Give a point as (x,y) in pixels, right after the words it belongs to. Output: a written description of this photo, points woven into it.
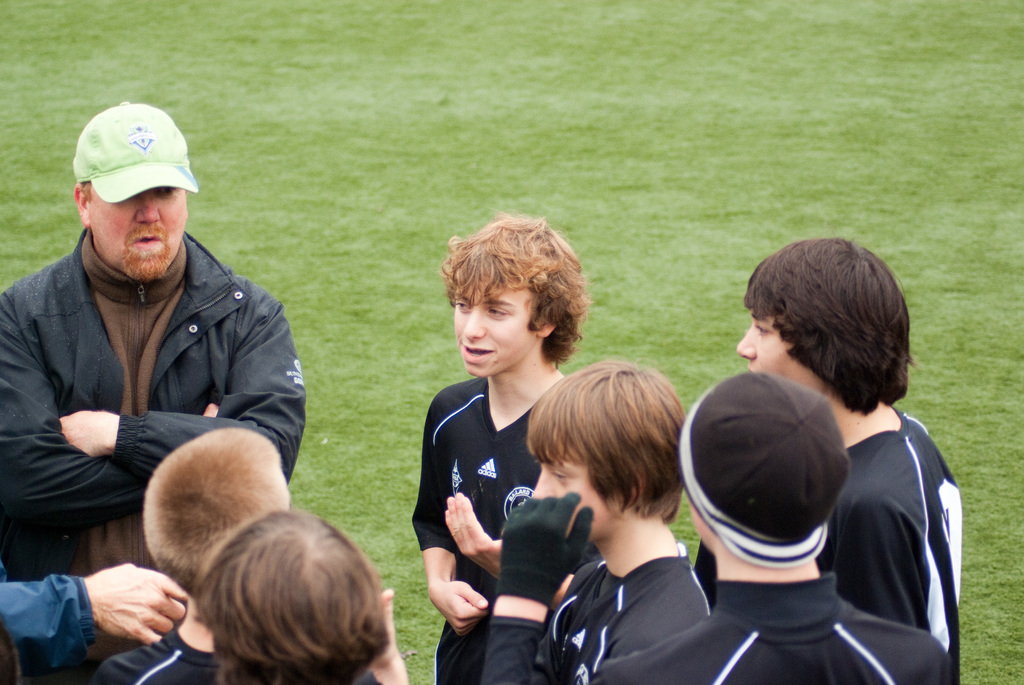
In the image we can see there are people (492,457) standing on the ground (976,579) and the ground (623,261) is covered with grass (637,183). There is a man (19,499) wearing jacket (167,356) and cap (176,135).
